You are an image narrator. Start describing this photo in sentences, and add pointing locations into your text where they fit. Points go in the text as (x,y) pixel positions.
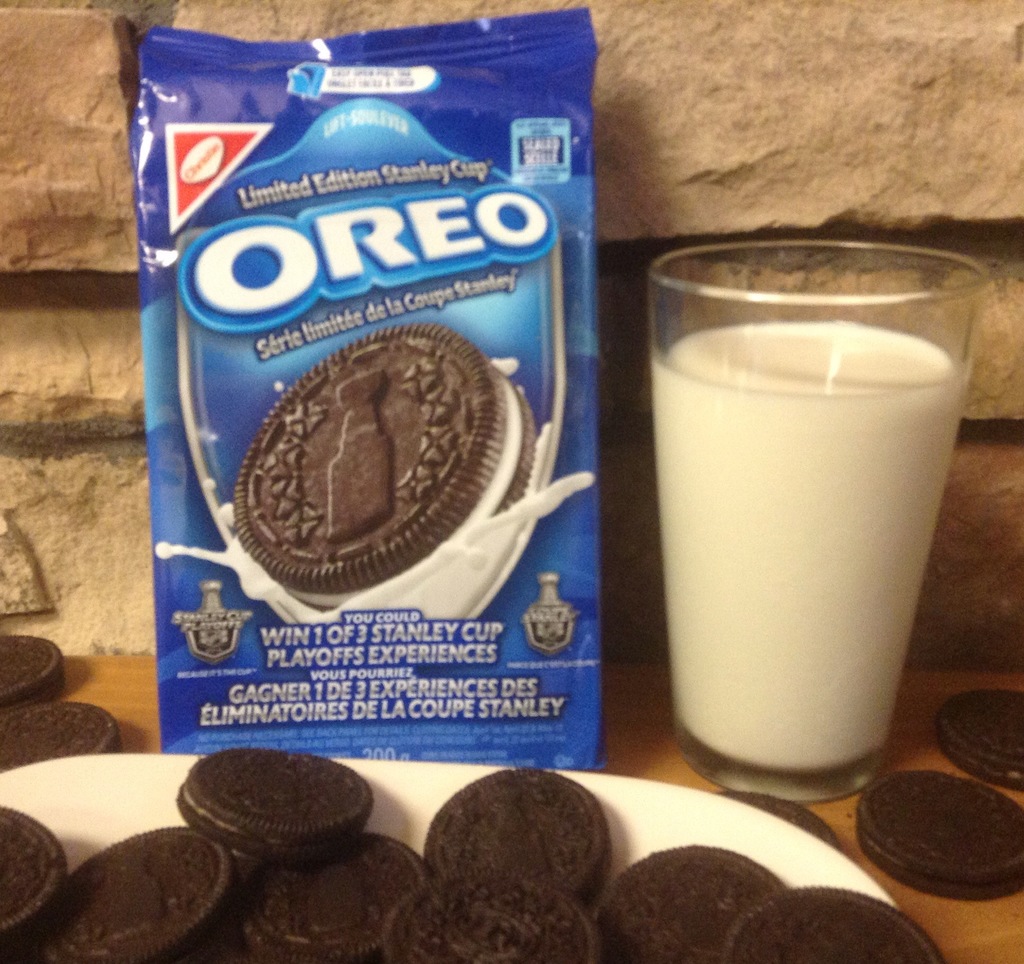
In this image there is a table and we can see a glass (815,627) containing milk (815,718), plate (687,815), biscuits (784,941) and a biscuit carton (393,630) placed on the table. In the background (671,238) there is a wall (73,447).
